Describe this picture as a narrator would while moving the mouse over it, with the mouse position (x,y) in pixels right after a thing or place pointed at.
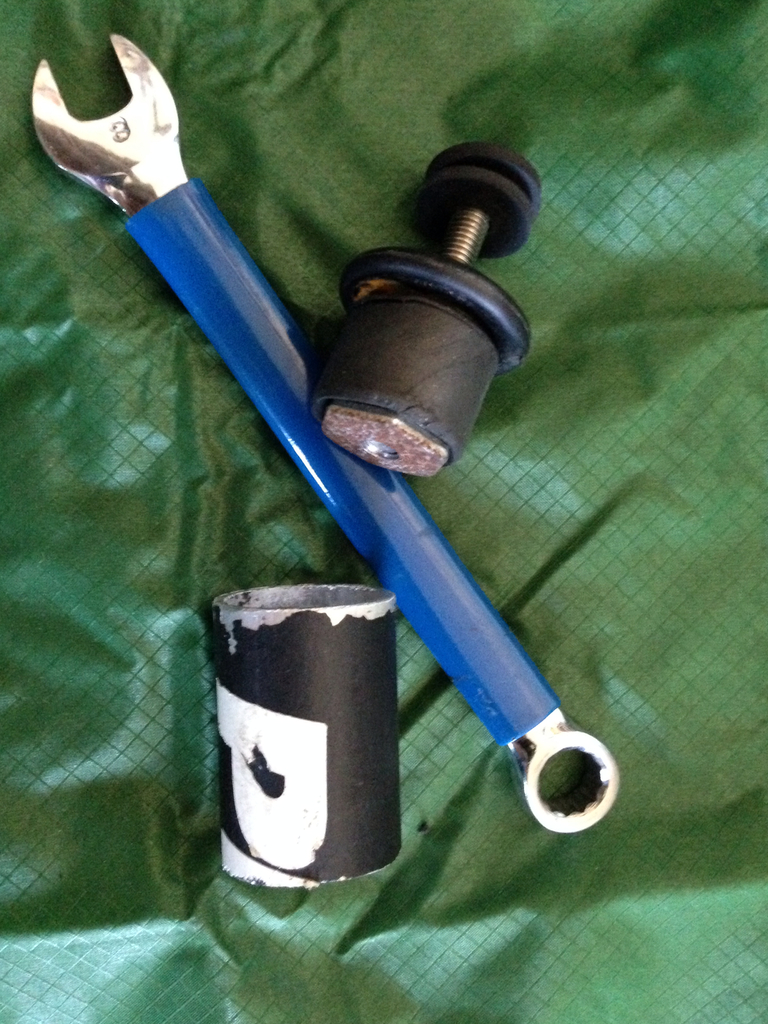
In this image we can see a wrench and some objects (355,365) placed on the surface (413,843).
